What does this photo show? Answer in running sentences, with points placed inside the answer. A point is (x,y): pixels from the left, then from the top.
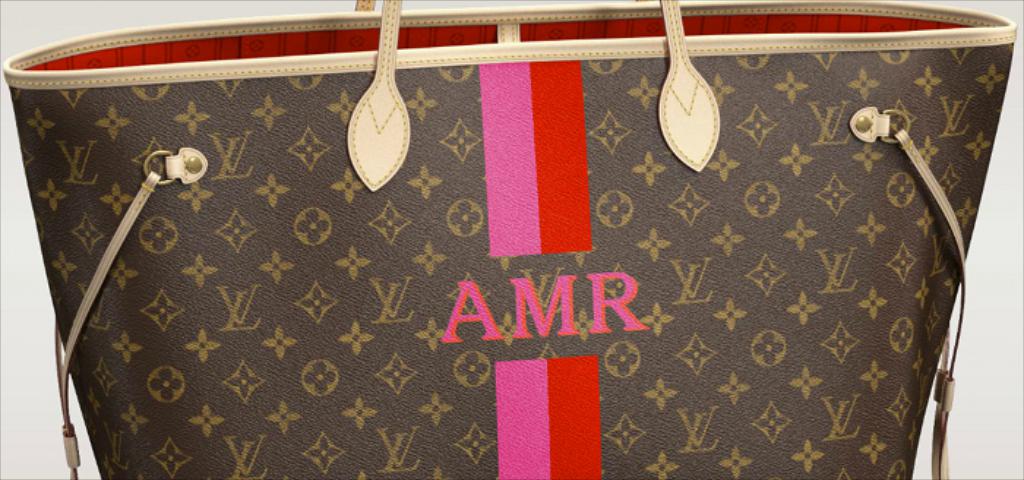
In this picture we can see a bag (726,274).
